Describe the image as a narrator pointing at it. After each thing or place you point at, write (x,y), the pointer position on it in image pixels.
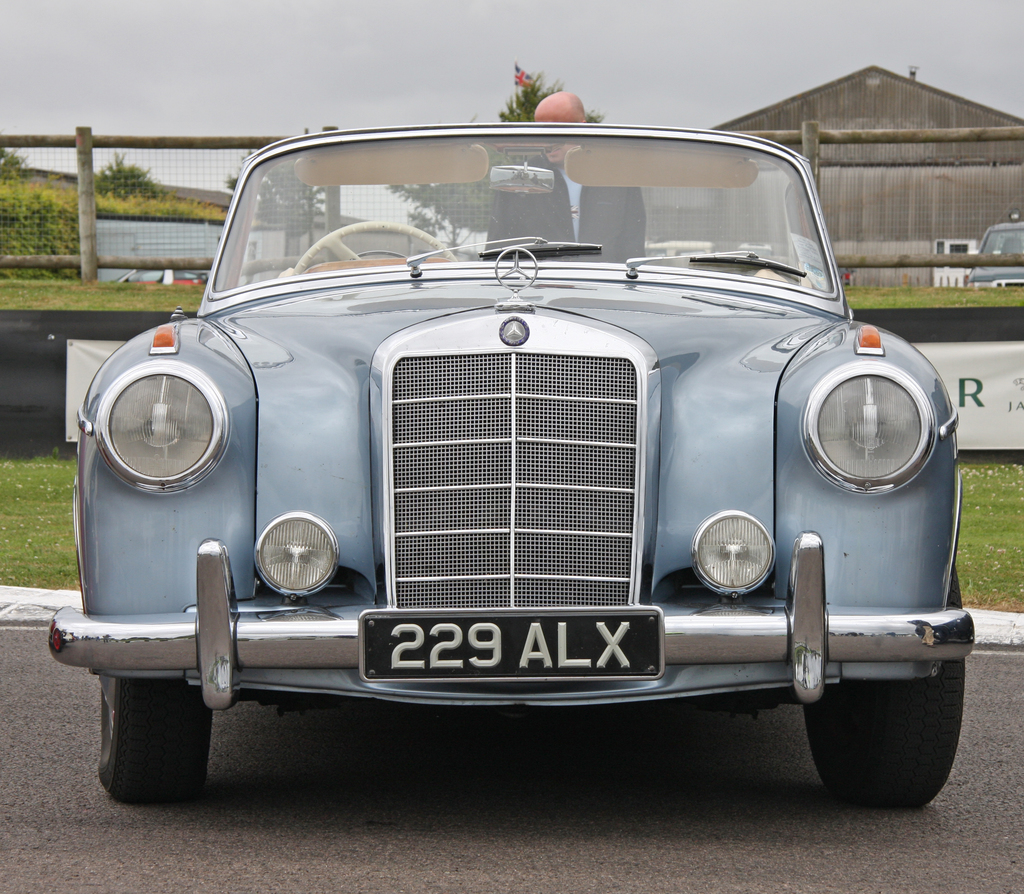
In this picture we can see a car (297,257) on the road (511,805) and at the back of this car (474,628) we can see a person (559,112), grass (10,483), fence (978,261), banners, vehicles (1023,277), shed (885,96), trees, flag (516,88) and in the background (735,21) we can see the sky (318,70).
